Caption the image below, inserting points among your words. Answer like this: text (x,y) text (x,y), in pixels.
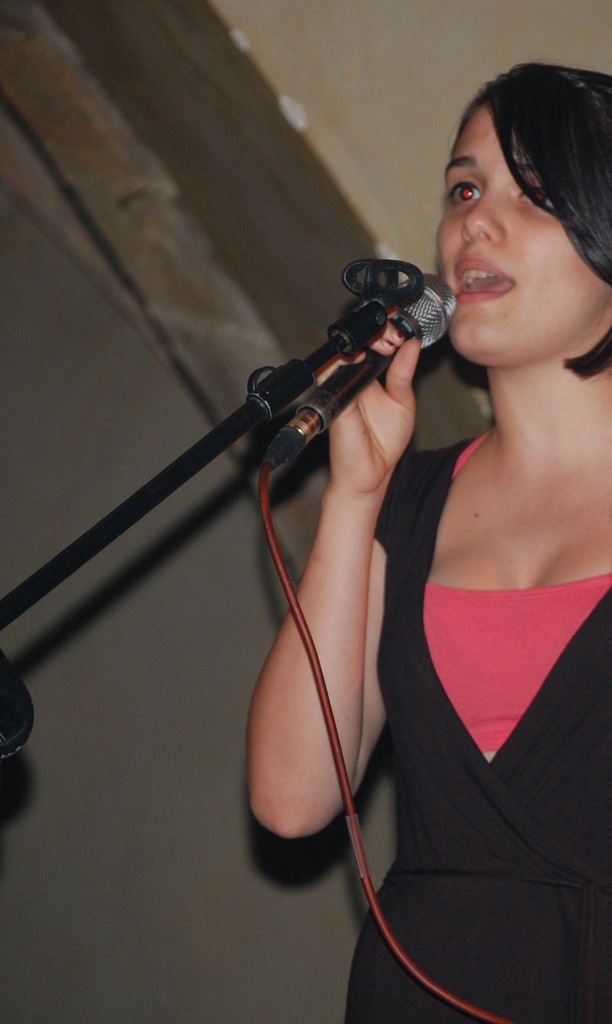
A lady (534,786) with black and pink dress (528,792) holding a mic (344,400) in her hand (416,354). She is singing. To the mic (421,328) there is a red color wire (266,530).
